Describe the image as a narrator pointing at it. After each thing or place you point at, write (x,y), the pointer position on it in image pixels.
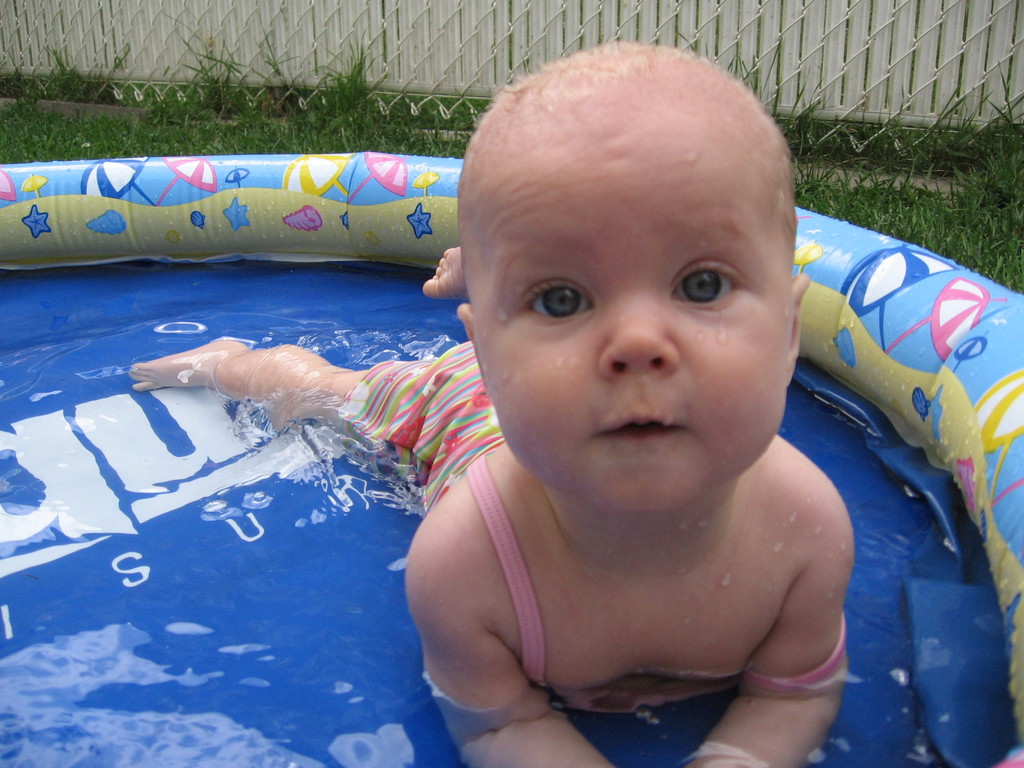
There is a kid (706,468) in the water tub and the ground (923,209) is greenery (911,207).
